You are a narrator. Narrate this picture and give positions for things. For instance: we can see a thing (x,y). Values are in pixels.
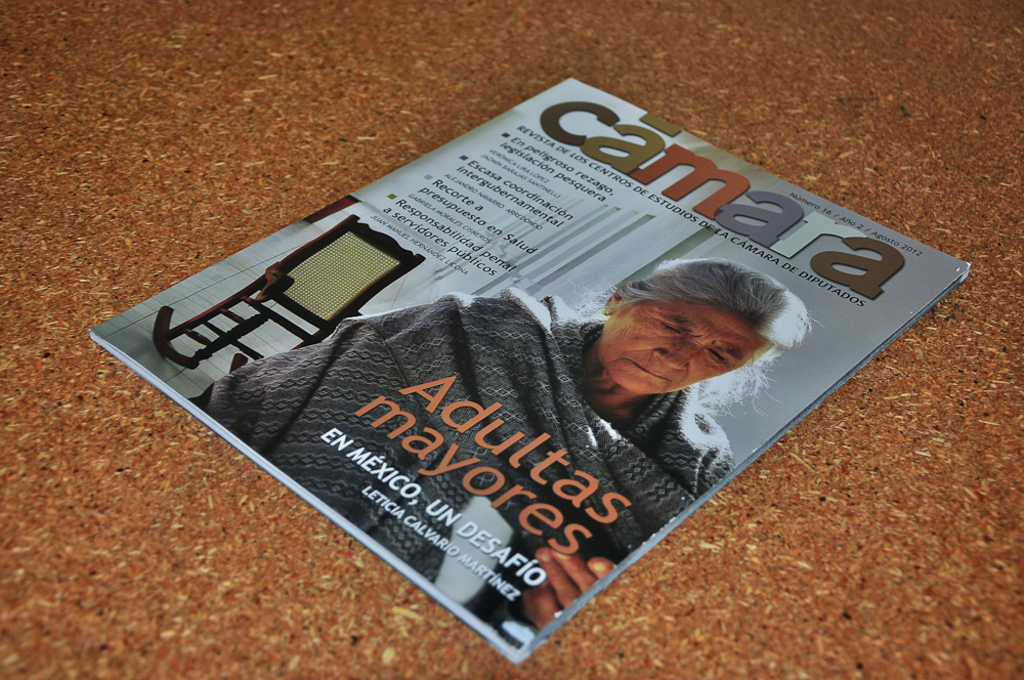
In the image there is a old woman (674,447) on a cover (674,447) of a magazine (358,244) on a wooden table (379,95).
